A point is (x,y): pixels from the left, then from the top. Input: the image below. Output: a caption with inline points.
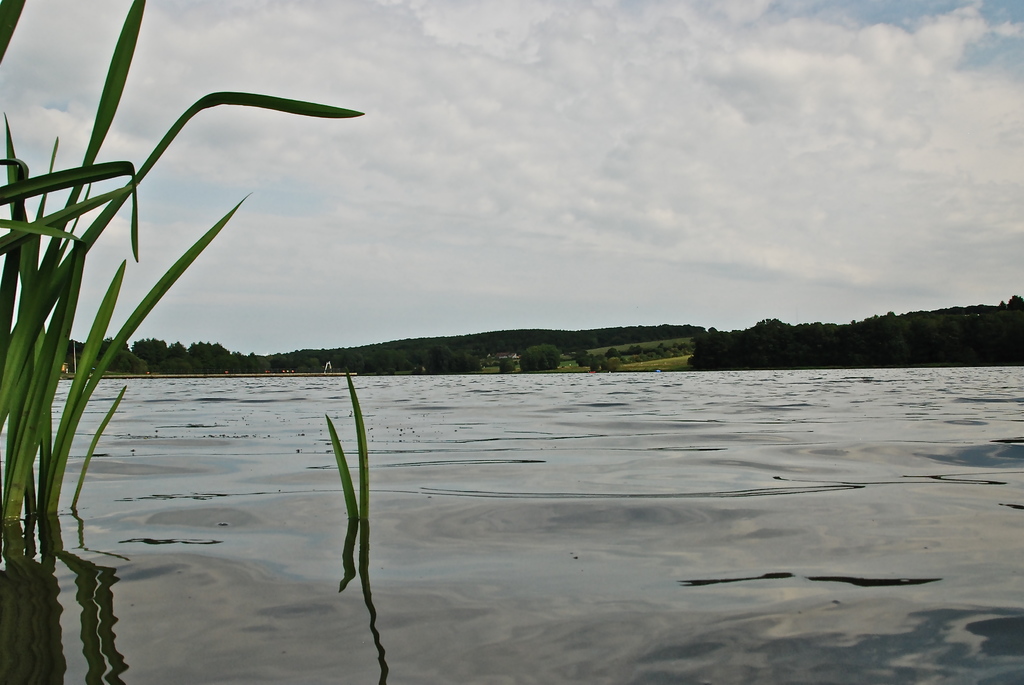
In this picture we can see grass (92,344) and water (619,421). In the background (174,359) we can see trees (734,351), pole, grass (682,361) and sky (532,144) with clouds (525,119).
